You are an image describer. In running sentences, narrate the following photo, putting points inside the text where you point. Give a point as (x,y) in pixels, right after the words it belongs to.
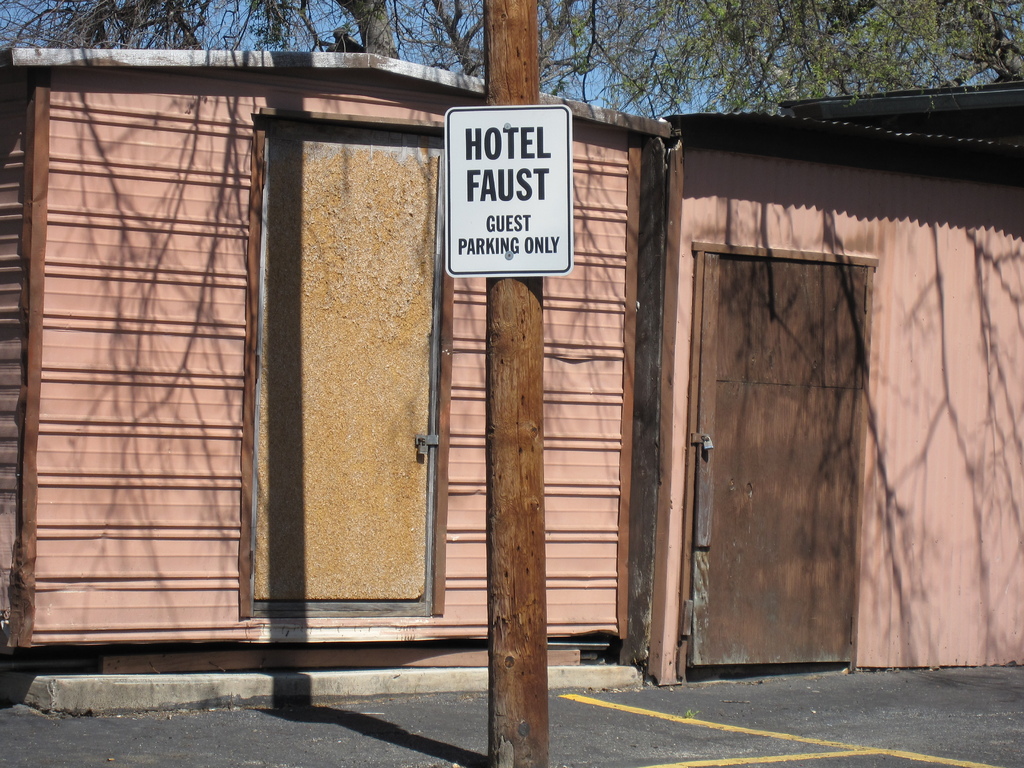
In this image there are two houses (386,387) and in the center (524,296) there is one pole (522,622) and one board (501,138) at the bottom (360,729) there is a walkway (907,716).
